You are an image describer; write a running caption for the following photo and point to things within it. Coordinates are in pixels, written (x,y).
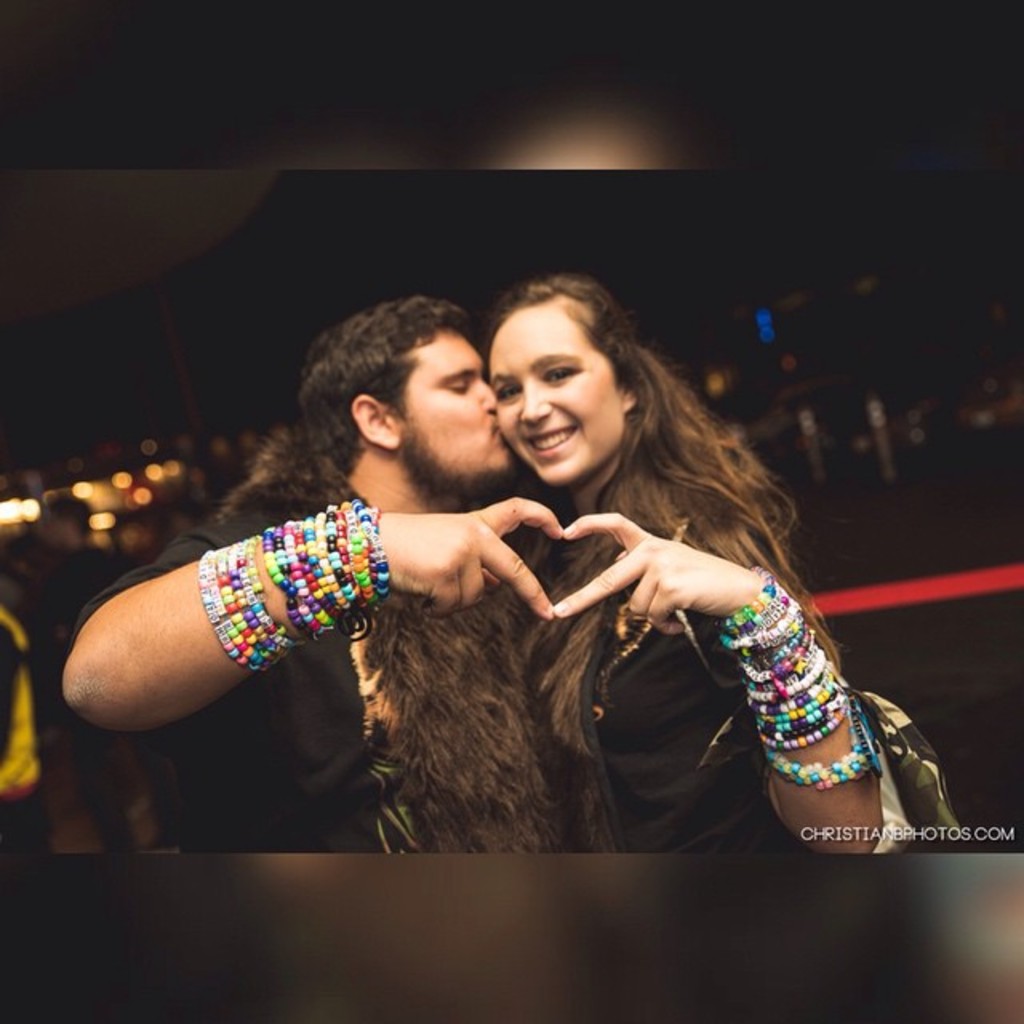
In this picture I can see a man (420,390) and a woman (611,504) in front (551,451) and I can see the man (390,543) is kissing the woman (535,470) and I can see colorful things (303,613) on their hands (411,583). I see that it is blurred in the background (827,326) and I can see few lights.
